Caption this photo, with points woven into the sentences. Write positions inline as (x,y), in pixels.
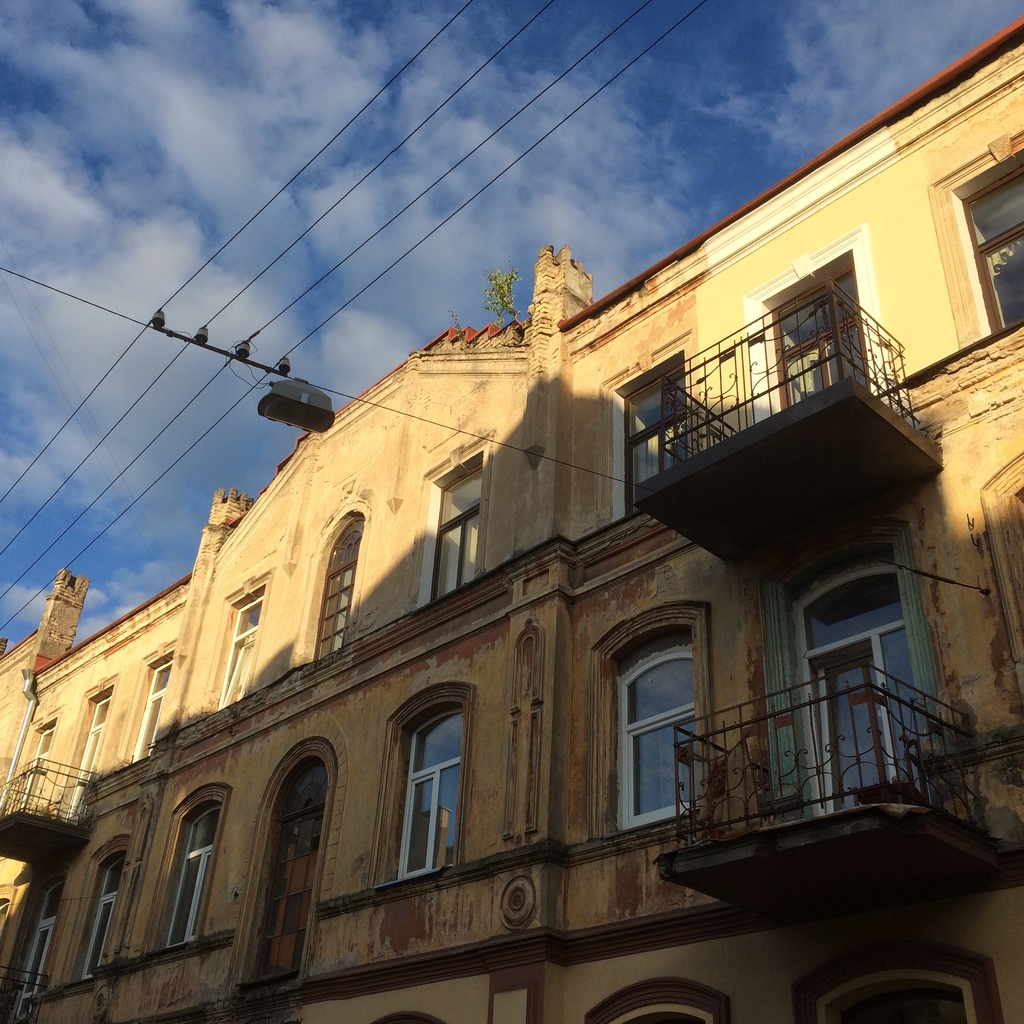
In the image in the center (353,604), we can see the sky (270,111), clouds (314,162), wires (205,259), buildings (619,293), windows (867,578), fences (667,417), plants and a few other objects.
